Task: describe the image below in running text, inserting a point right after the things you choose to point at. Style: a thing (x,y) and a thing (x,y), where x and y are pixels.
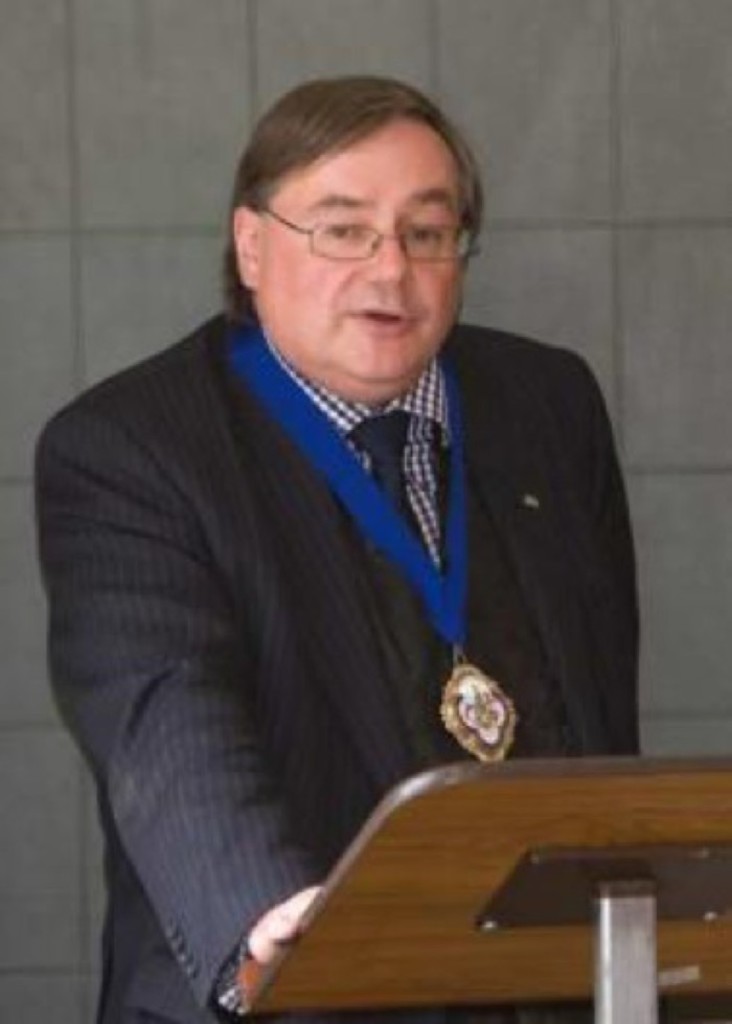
This person (247,329) standing and wear medal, glasses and talking, in front of this person (404,736) we can see table (536,887). On the background (105,279) we can see wall (100,288).
